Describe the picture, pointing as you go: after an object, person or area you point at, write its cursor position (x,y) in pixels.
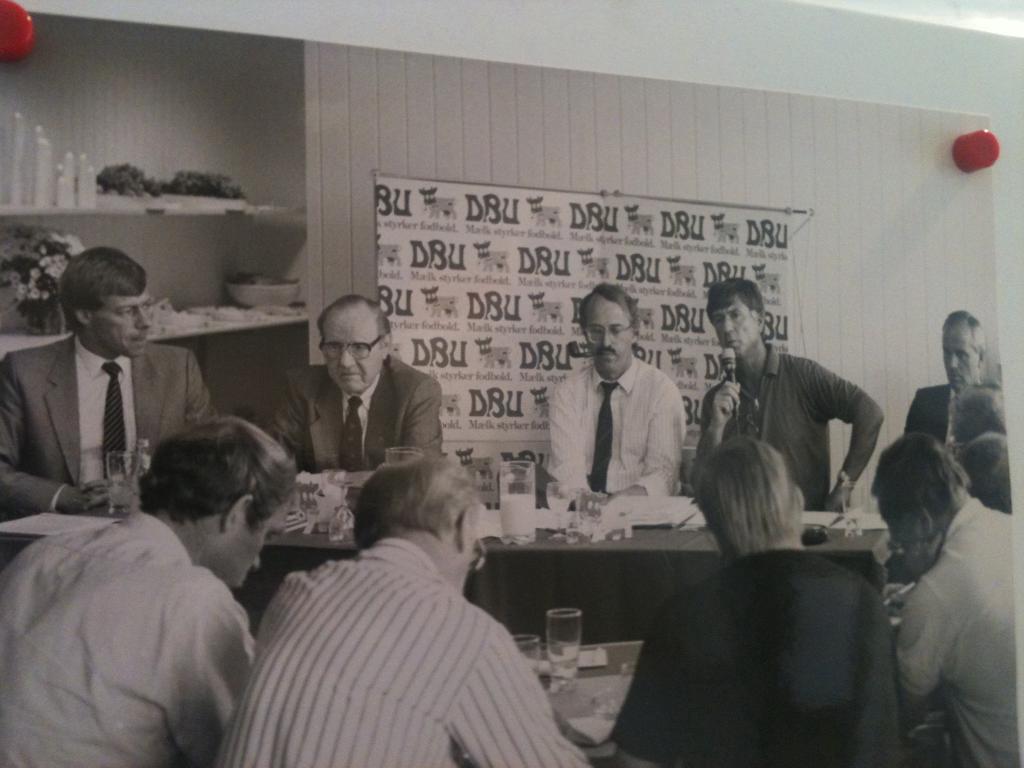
There are some members (123,364) sitting behind a table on which some glasses (525,491), papers (610,517) were placed. Some of them was sitting in front of them in the chairs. In the background (535,296) there is a poster (521,239) attached to the wall (518,181) and a cupboard (2,166).
